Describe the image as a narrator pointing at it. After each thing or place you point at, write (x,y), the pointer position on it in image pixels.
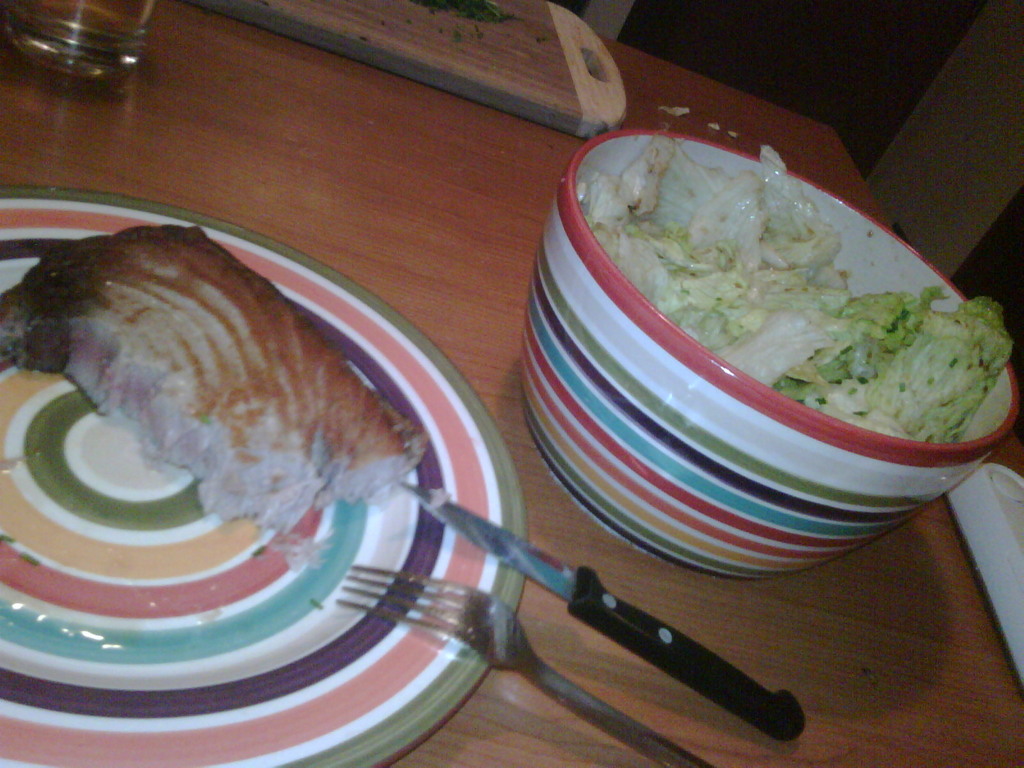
In this picture I can see a table (808,728) on which there is a plate (42,211) on which I can see food (235,287) which is of white and brown in color and I can also see a fork (455,608) and a knife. Side to the plate (410,354) I can see a bowl (559,309) in which there is white and green color food (756,299). On the top of this picture (345,16) I can see a glass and the chopping board (439,73) and I can see green color things (467,12) on it.
